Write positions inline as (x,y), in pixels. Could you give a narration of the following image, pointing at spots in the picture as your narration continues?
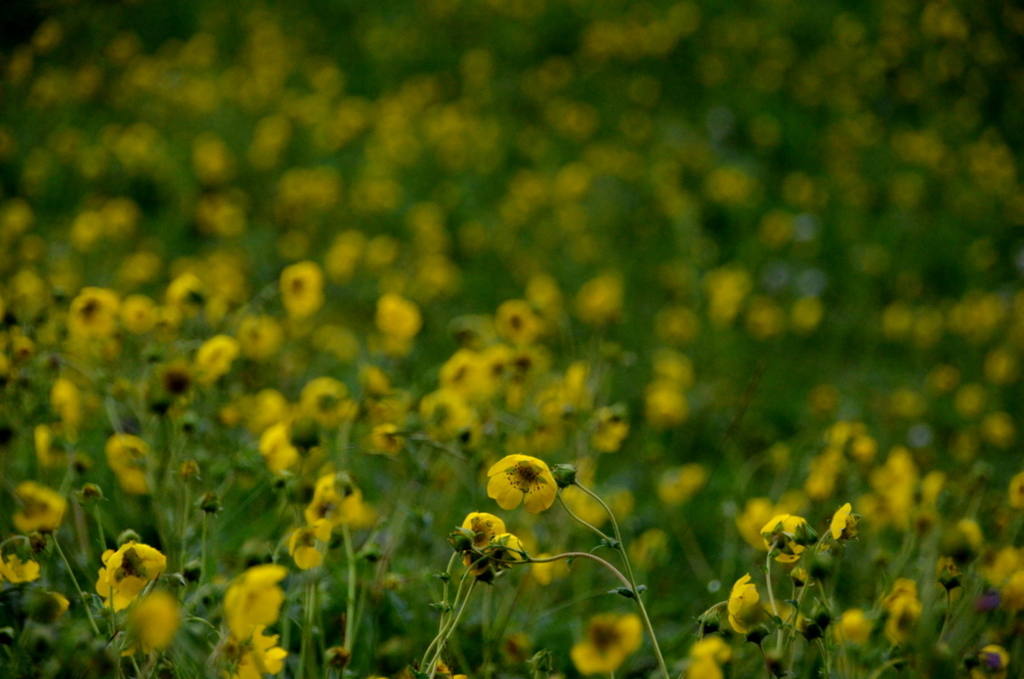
In this image we can see small plants (413,595) which are having yellow color flowers (466,519) and green color stems (444,628).
